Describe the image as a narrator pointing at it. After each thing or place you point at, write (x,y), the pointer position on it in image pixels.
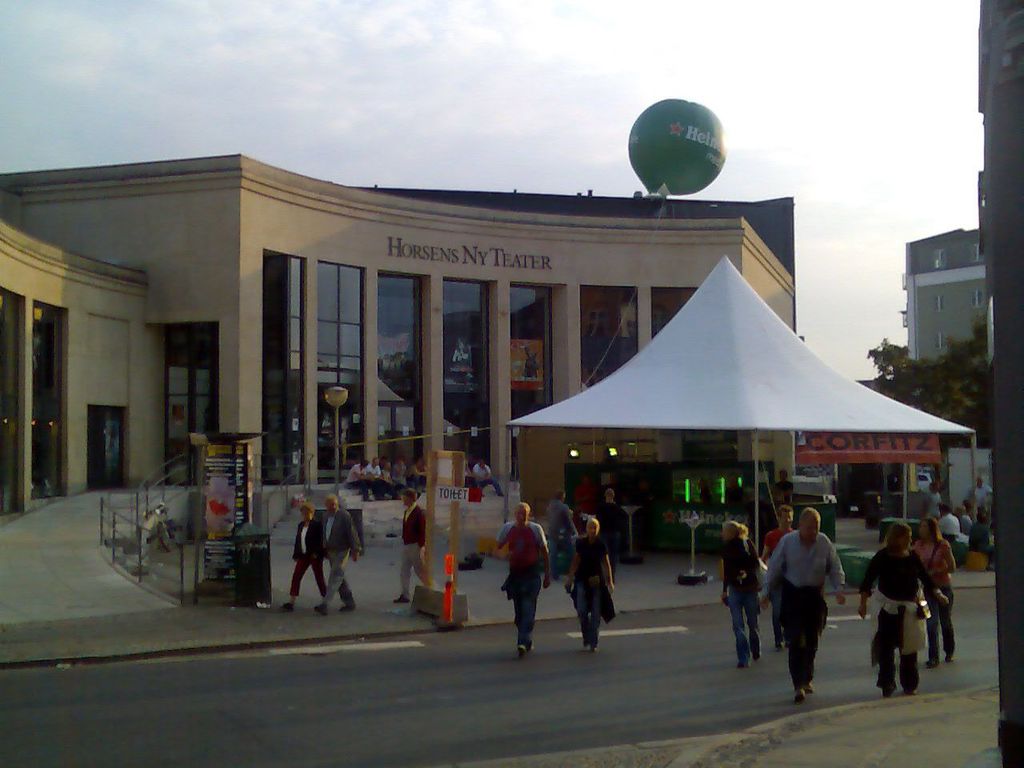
There are few persons (611,594) walking and there is a building (541,303) behind them and there is a tree (945,378) and a building (948,309) in the right corner (954,324).
